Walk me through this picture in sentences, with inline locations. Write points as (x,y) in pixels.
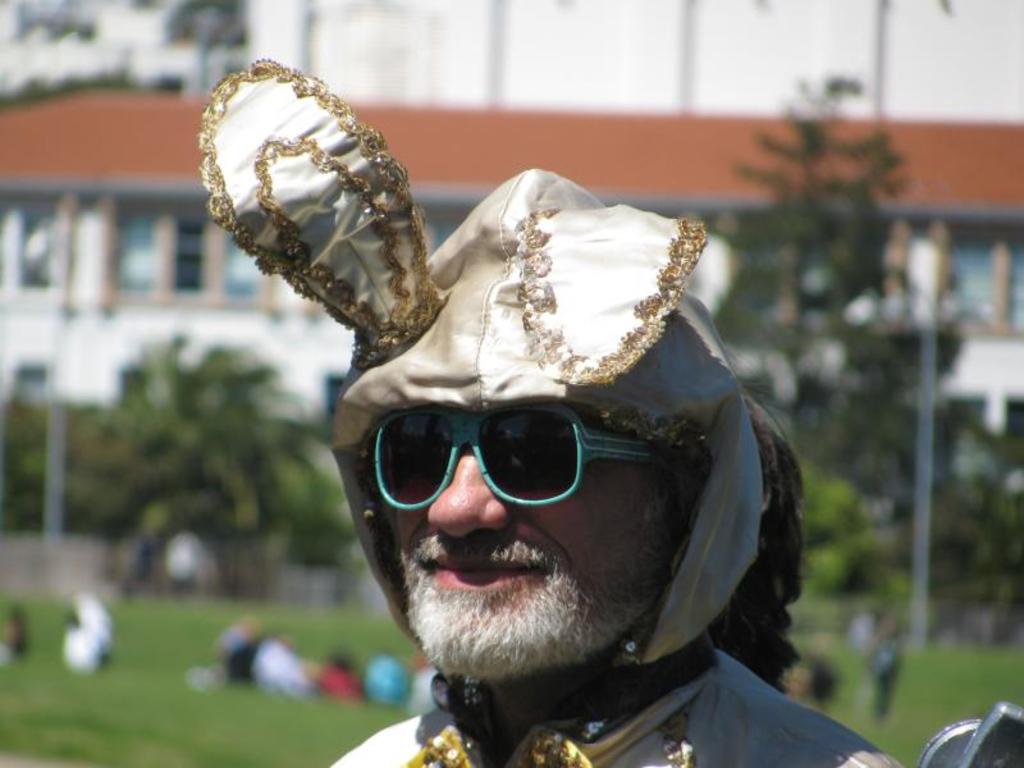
In the image we can see there is a man (558,370) and he is wearing sunglasses (550,444) and hat (547,279). Behind there is ground (120,728) covered with grass (207,712) and there are people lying on the ground (82,724). There are trees (273,387) and buildings (362,24). Background of the image (614,13) is little blurred.
